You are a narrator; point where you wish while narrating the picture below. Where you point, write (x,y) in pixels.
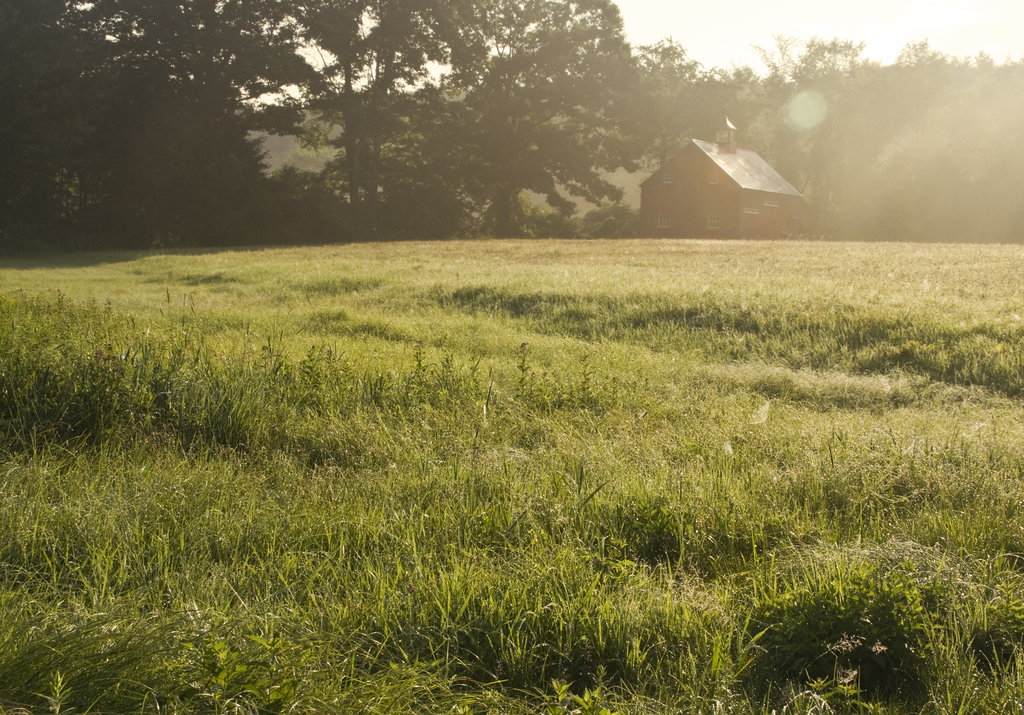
In the foreground of the picture (594,318) there is a field (314,320). In the field (373,302) there is grass (380,374) and a crop (811,269). In the center of the picture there is a house (707,187). In the background (593,170) there are trees (657,131). At the top (957,22) it is sunshine (741,55).
